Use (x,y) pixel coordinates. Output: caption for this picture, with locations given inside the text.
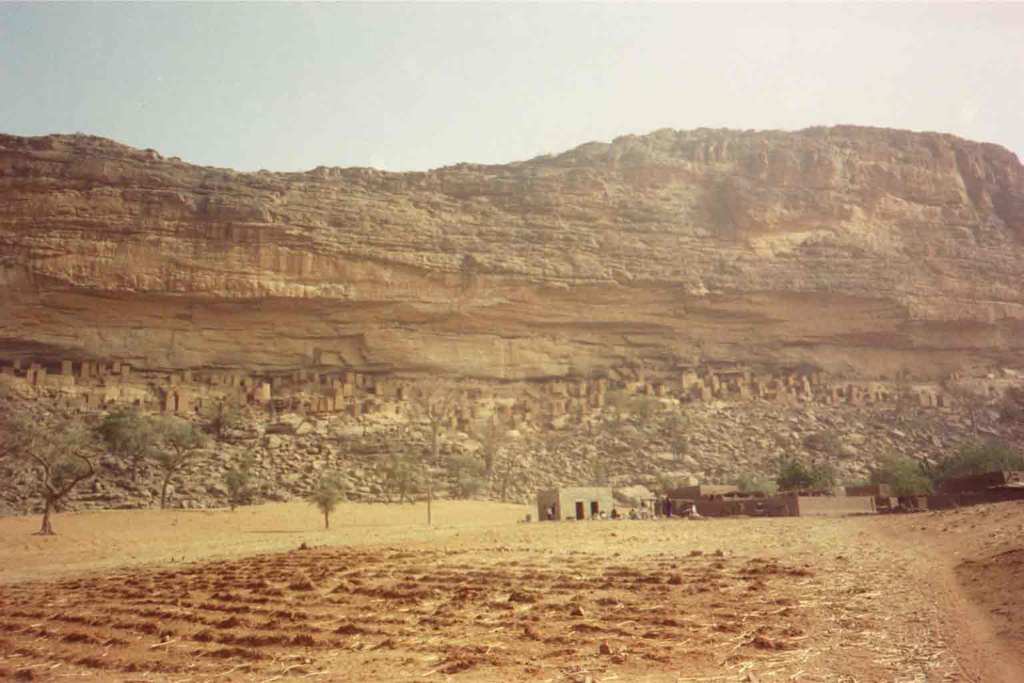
There is empty land (400,542) in the foreground area of the image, there are trees (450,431), it seems like houses (571,498) and stones (654,438) in the center (568,451). There is a huge hill (24,229) and the sky (573,134) in the background (477,128).
